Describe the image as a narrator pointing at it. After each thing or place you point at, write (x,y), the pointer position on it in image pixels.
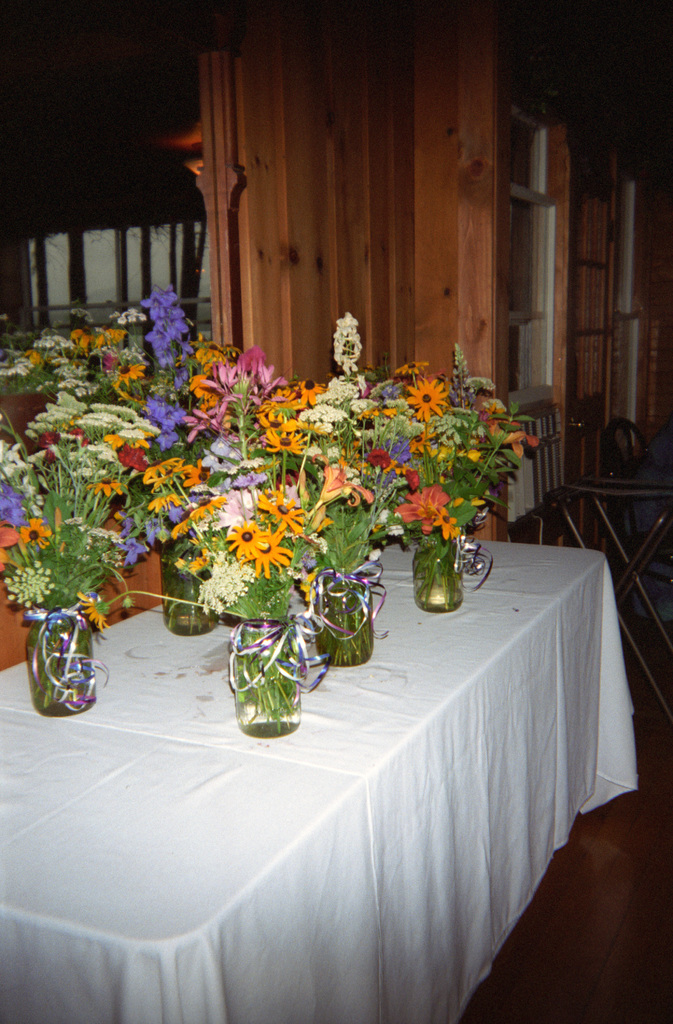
In this picture I can observe some flower vases (236,466) placed on the table (185,775). There is a white color cloth (256,803) on the table (224,732). On the right side (564,503) there are some chairs (598,485) and a table (638,485). I can observe shelves (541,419). The background (142,155) is dark.
